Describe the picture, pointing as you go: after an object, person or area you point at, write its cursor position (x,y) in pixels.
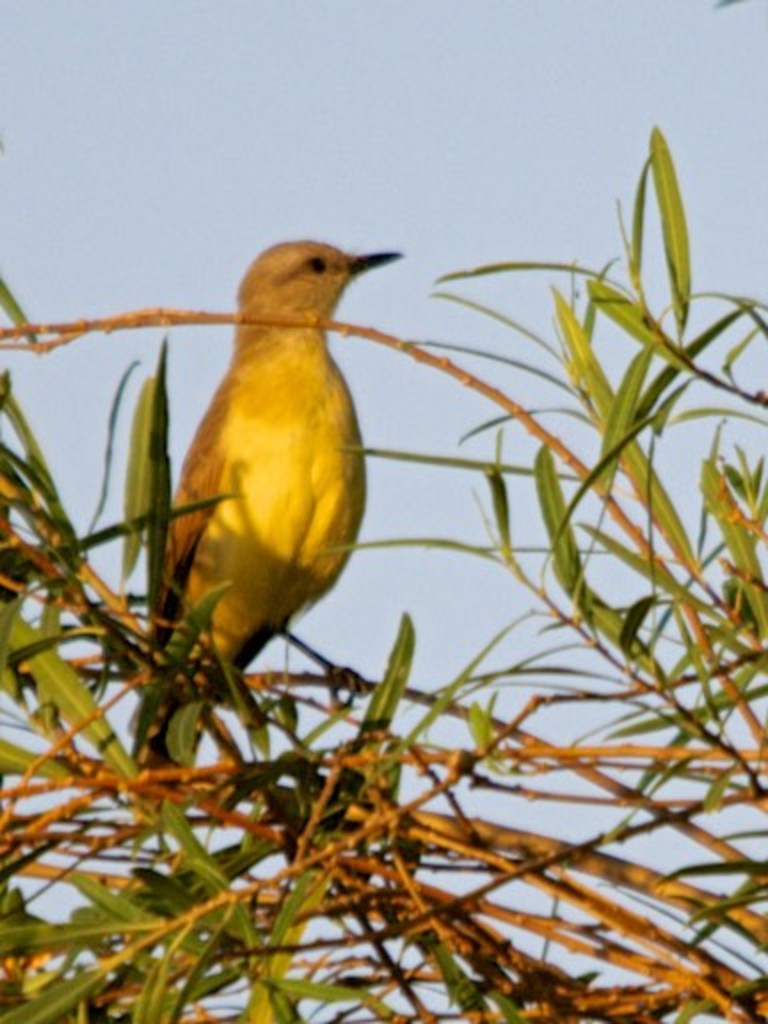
In this image there is a tree (531,792) truncated towards the bottom of the image (233,849), there is a bird (275,416) on the tree (189,696), at the background of the image (247,239) there is the sky (433,193) truncated.
